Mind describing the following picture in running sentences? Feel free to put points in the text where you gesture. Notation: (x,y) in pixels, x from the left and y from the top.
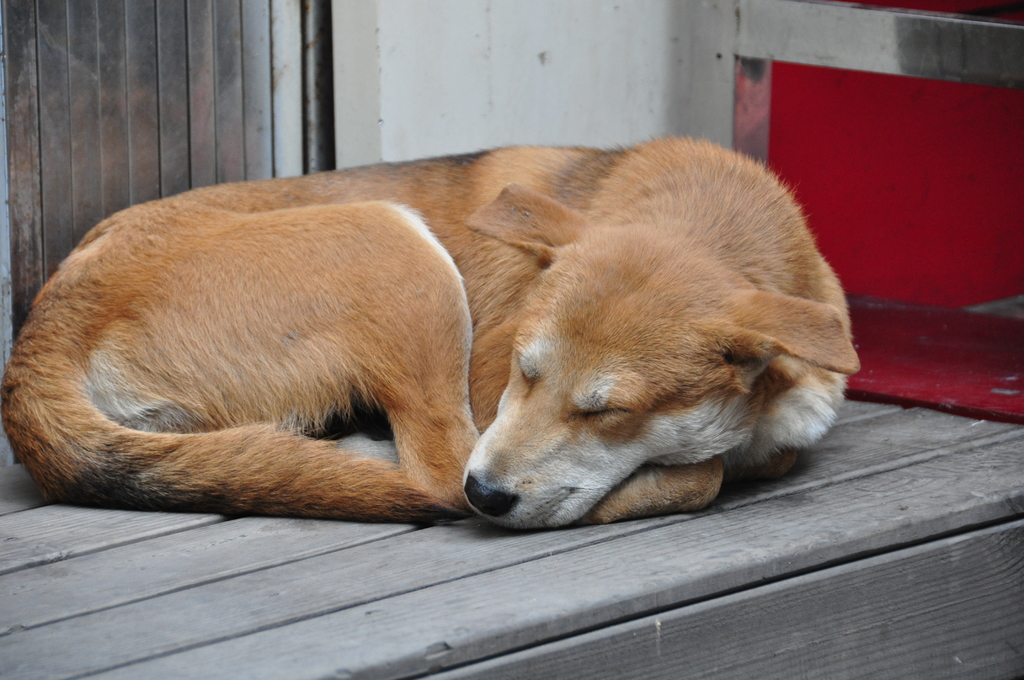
This image consists of a dog (396,470) in brown color. At the bottom (722,580), there is a floor (586,626) made up of wood (323,557). In the background (505,69), there is a wall (955,301).
